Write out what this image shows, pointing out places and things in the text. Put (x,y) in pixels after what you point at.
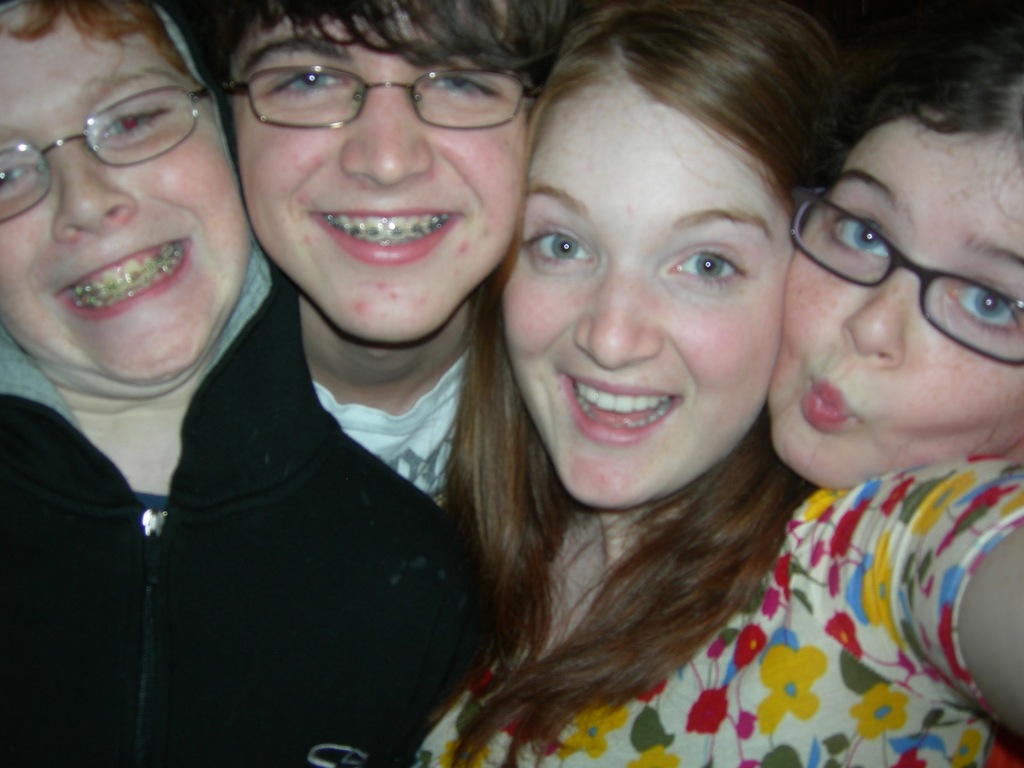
In this image, we can see there are four persons (950,208) in different color dresses (968,478), smiling. And three of them are wearing spectacles (428,94).
